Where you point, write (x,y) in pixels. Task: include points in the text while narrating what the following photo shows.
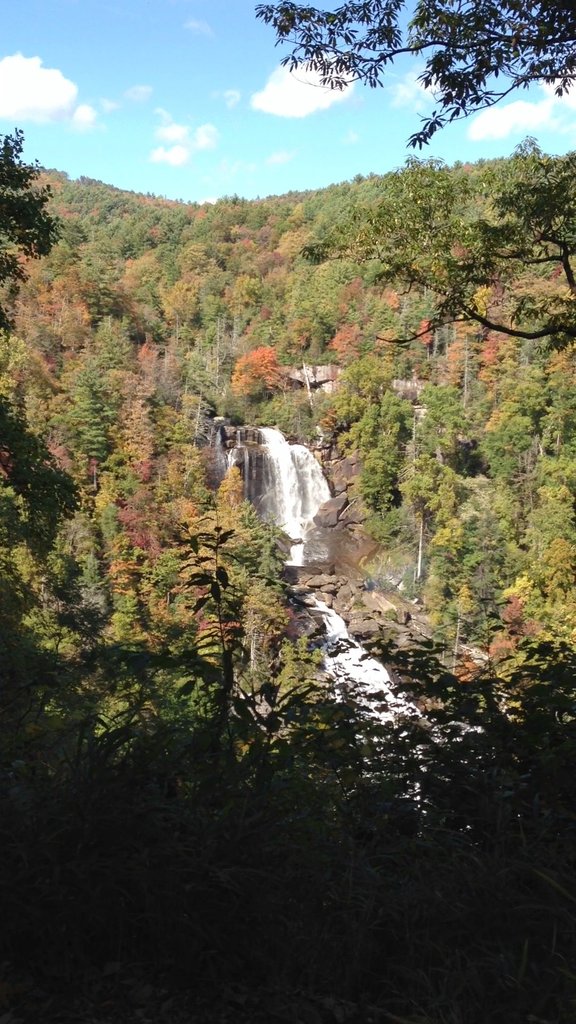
In this picture I can see trees (316,299), water fall (305,519) and I can see few rocks (358,622) and a blue cloudy sky (298,135).
